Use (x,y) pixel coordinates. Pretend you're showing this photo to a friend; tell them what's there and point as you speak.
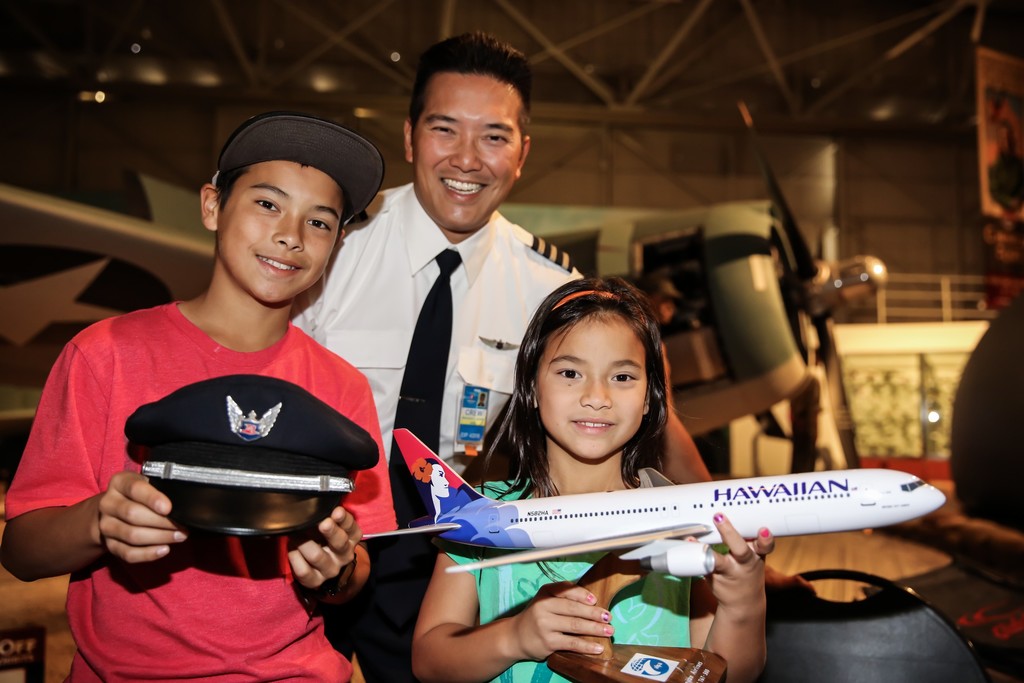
In this image there is a person (392,270) and two children (293,596) standing with a smile on their face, one of them is holding a cap (211,480) and the other one is holding a toy plane (662,524), behind them there is an airplane (2,258). In the background (856,251) there is a wall (927,240) and at the top of the image (666,44) there is a ceiling (954,102).
